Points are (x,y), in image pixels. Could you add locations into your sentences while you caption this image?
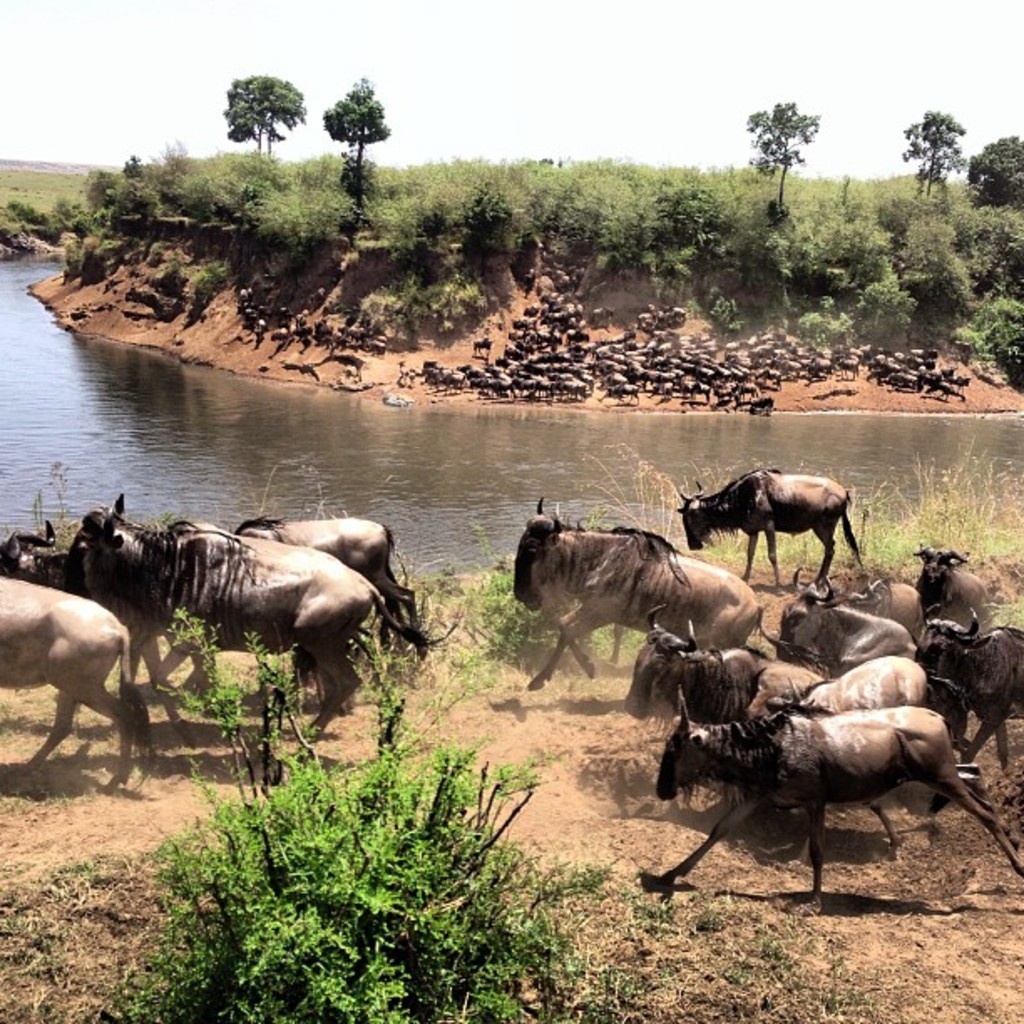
This picture is clicked outside. In the foreground (374,939) we can see the green leaves (415,823) and we can see the group of animals (806,603). In the background (461,45) we can see the sky (444,60), trees (362,169), plants (854,210), group of animals (629,374) and a water body (196,398) and some other items (164,286).
